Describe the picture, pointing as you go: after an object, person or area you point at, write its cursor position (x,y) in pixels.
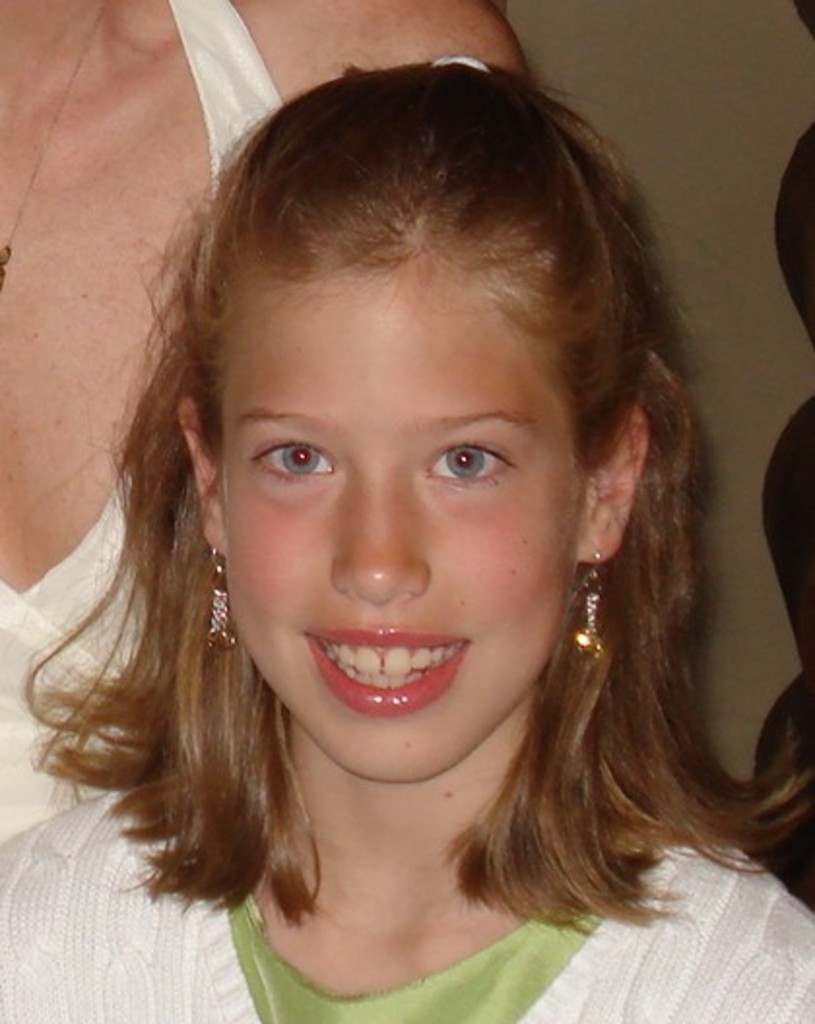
In this image in the foreground (452,698) there is one girl (484,652) who is standing, and in the background (149,235) there is another person (252,118) and a wall (719,294).
